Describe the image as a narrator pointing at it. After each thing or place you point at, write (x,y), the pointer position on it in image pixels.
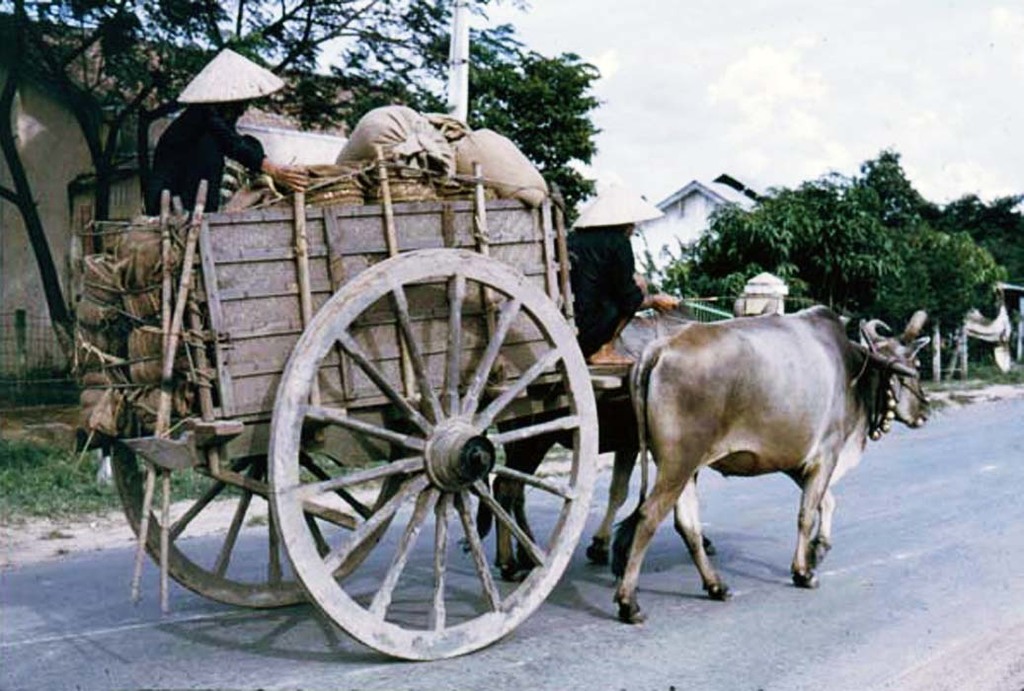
In the center of the image (432,349) there is a bullock cart (647,367) and we can see people (604,287) sitting in the bullock cart (427,223). There are gunny bags (478,148) placed in the cart (360,382). In the background (67,123) there are trees (891,241), buildings (726,174) and sky (748,108). At the bottom (588,645) there is a road (615,652).
